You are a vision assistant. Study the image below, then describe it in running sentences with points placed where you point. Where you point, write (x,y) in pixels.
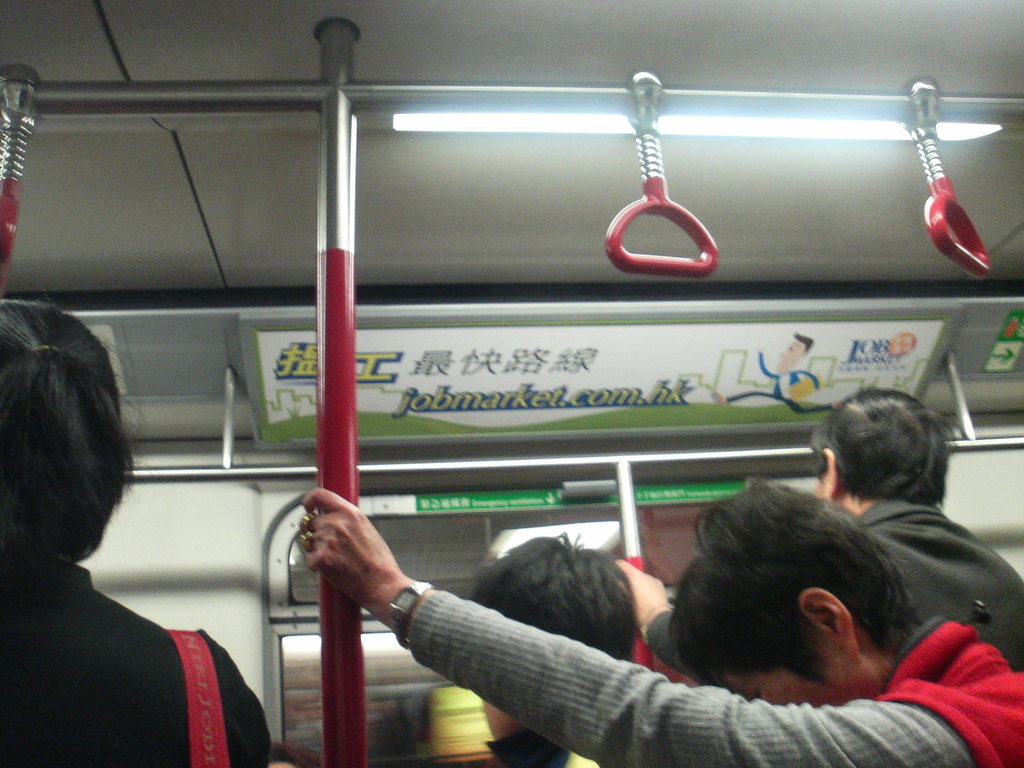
In this image, we can see a vehicle (452,511) and there are some people (808,534) and one of them is holding a rod (325,472). At the top (18,143), there are boards (359,339) and we can see strap hangers (658,179) and there is a light (497,131).
